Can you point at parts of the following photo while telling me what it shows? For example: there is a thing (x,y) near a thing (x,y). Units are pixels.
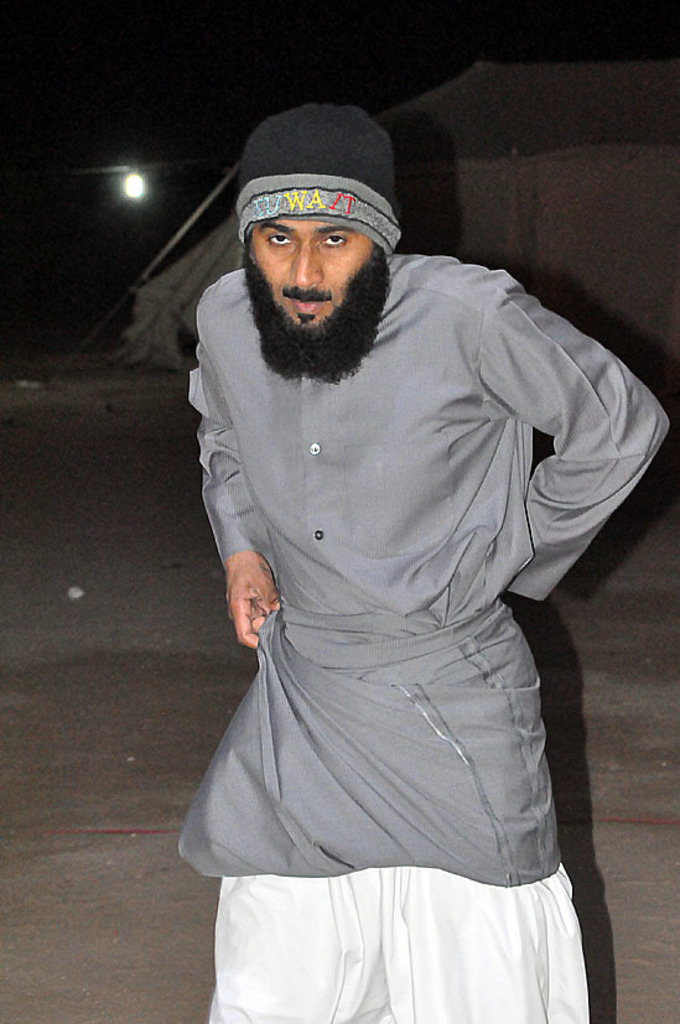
In this image I can see person (454,609) standing, wearing a cap (275,191), grey shirt (230,404) and he has beard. There is a light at the back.
